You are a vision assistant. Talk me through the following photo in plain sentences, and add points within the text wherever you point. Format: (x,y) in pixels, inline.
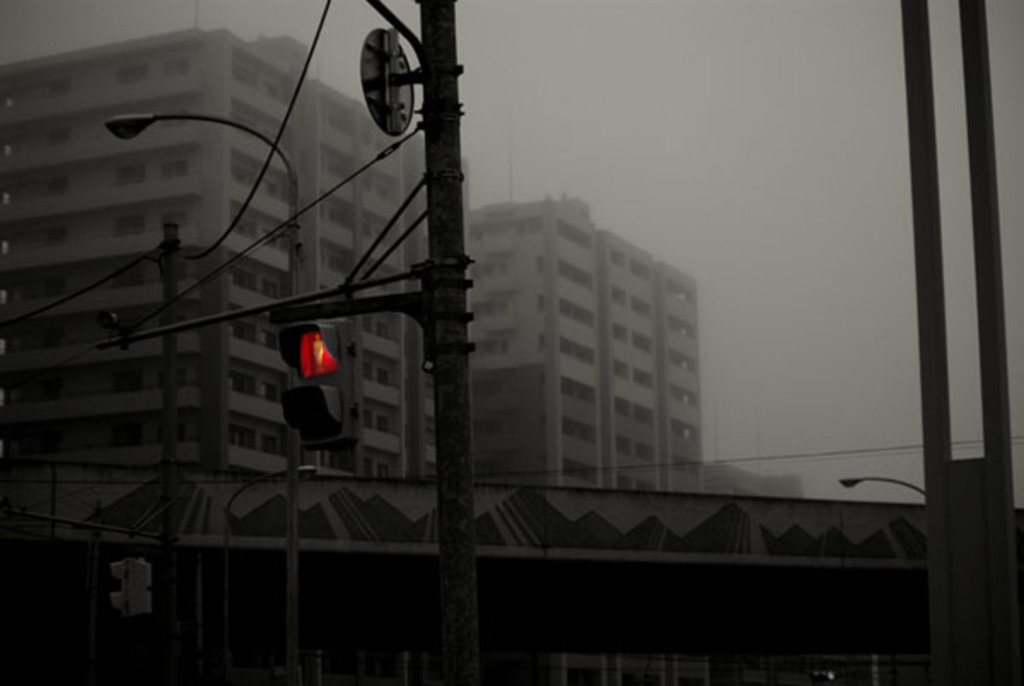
In this picture we can see few traffic lights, poles (275,313) and buildings (378,321), and also we can see few cables (263,173).
